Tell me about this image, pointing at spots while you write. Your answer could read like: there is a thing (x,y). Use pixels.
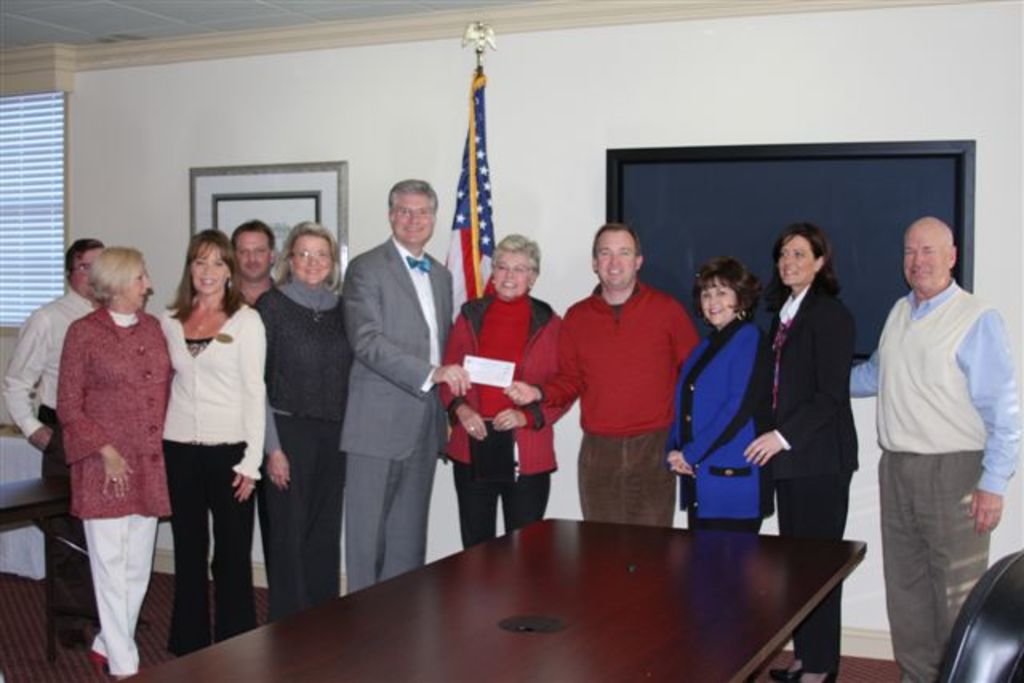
On the background (244,121) we can see frame (268,164), board (678,155) over a wall (517,123). This is a flag (478,213). Here we can see all the persons (442,369) standing and they all hold smile on their faces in front of a table (556,597). This man (426,370) is presenting a reward (478,382) to this man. This is a floor (3,636).
